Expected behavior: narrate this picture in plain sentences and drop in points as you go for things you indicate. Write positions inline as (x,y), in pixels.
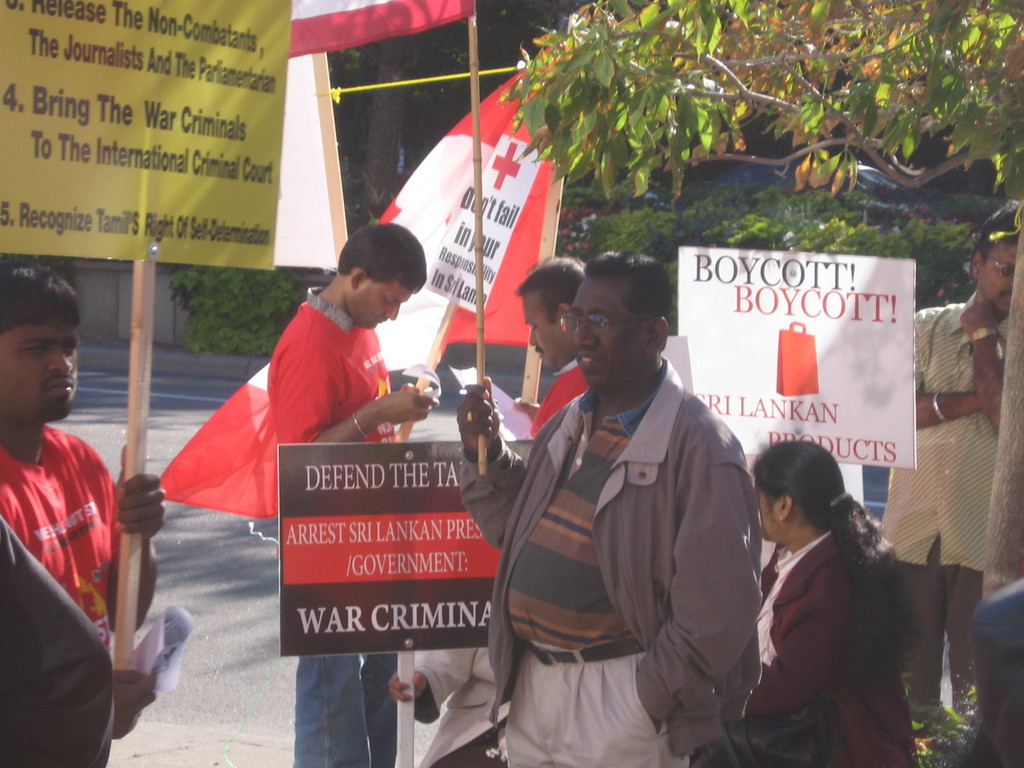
In this image I can see few persons (702,549) are standing and holding boards (449,470) in their hands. I can see few trees (836,158) which are green in color in the background (243,284).
